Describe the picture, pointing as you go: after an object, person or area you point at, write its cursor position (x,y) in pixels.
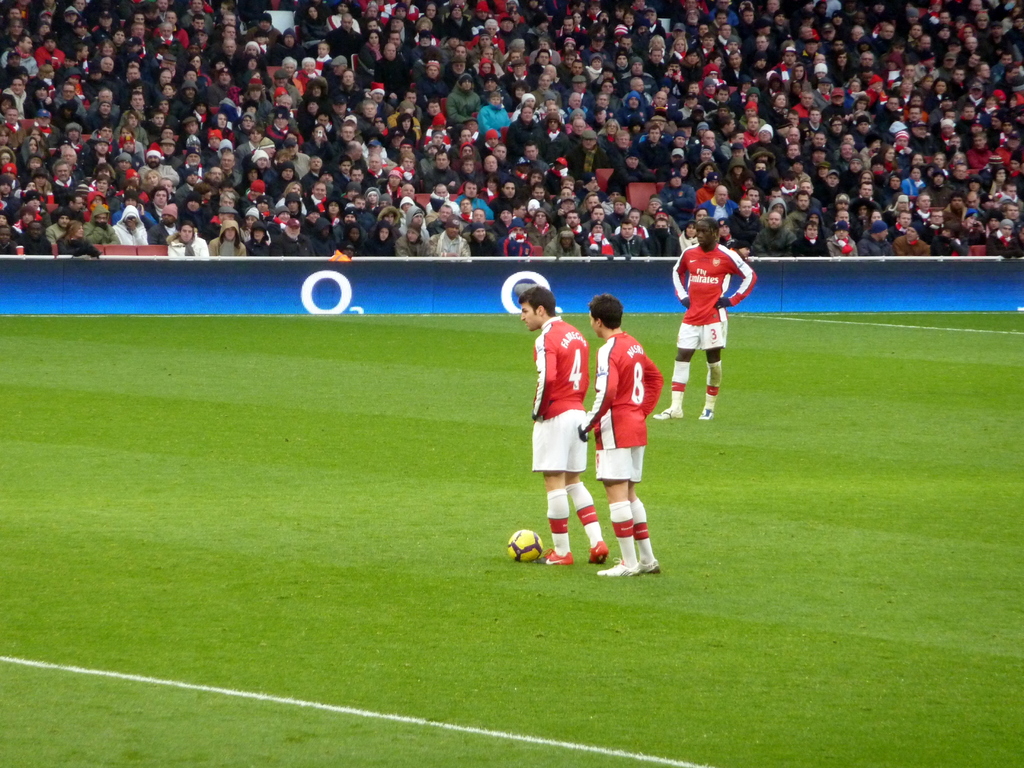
In the image we can see three men (602,319) wearing same dress (642,407), socks (595,533), shoes (647,564) and they are standing. Here we can see ball (530,532), grass (329,353) and white line (135,675) on the grass (316,687), poster (466,289) and there are audience (460,166) sitting, wearing clothes (629,174).
